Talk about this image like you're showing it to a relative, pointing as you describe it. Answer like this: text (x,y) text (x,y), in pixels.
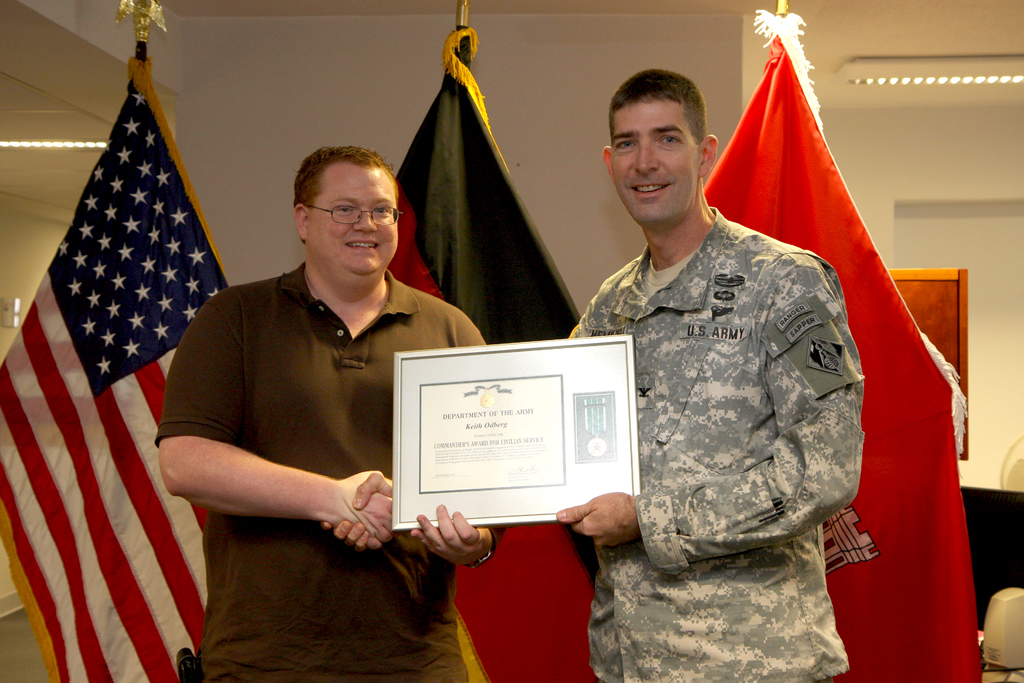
In this image we can see two people (793,641) standing and they both are holding an object (519,515). In the background (482,621), we can see three flags (757,193) and we can see the wall (277,172).
